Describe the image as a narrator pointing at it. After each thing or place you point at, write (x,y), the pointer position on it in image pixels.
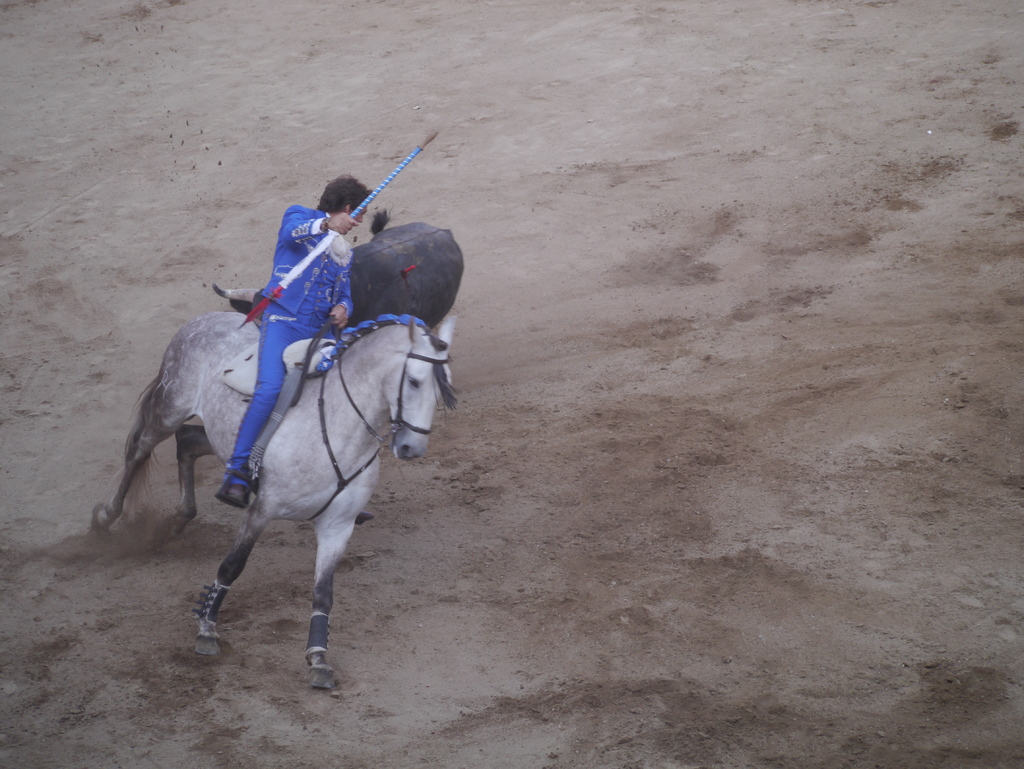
In the image we can see a man (338,298) wearing clothes (263,337), shoes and holding stick (322,243) in hand (333,218) and he is riding on the horse (217,439). Here we can see sand (812,567) and other animal (439,287) black in color.
